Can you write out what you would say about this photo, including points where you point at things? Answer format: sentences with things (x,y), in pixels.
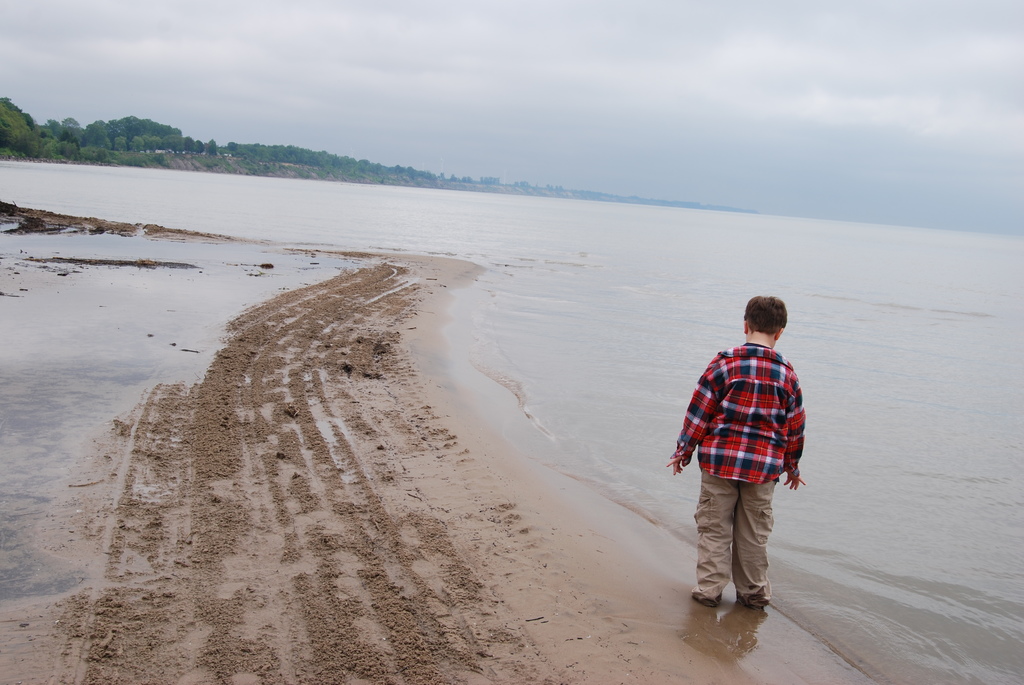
In this image, we can see a person (748,563) standing and in the background (238,151), there are trees (384,168). At the bottom (523,591), there is water (814,587) and sand (403,533) and at the top (472,82), there is sky (426,111).
